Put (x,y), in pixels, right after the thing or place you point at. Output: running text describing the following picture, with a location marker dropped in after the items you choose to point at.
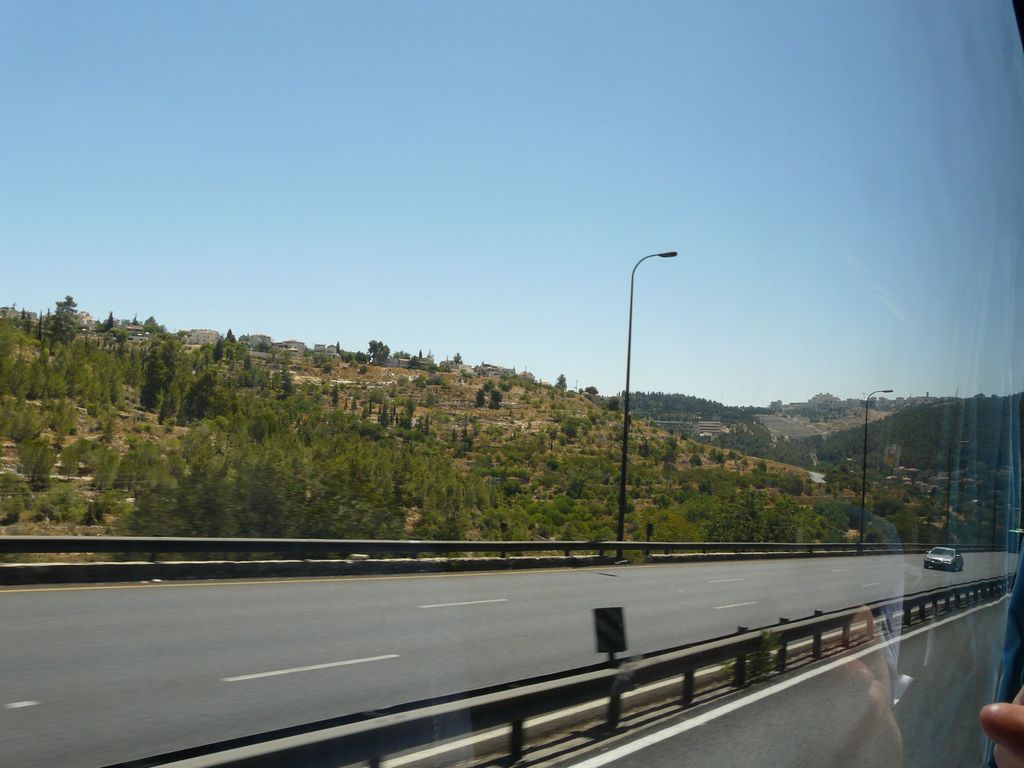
In this picture we can see a glass (919,628) in the front (918,681), on the right side (931,550) there is a car (938,563) traveling on the road (931,576), in the background (193,414) we can see trees (556,429), poles (622,440) and lights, there is the sky (515,91) at the top of the picture (534,76), at the right bottom (990,725) there is a person's finger (996,732).
